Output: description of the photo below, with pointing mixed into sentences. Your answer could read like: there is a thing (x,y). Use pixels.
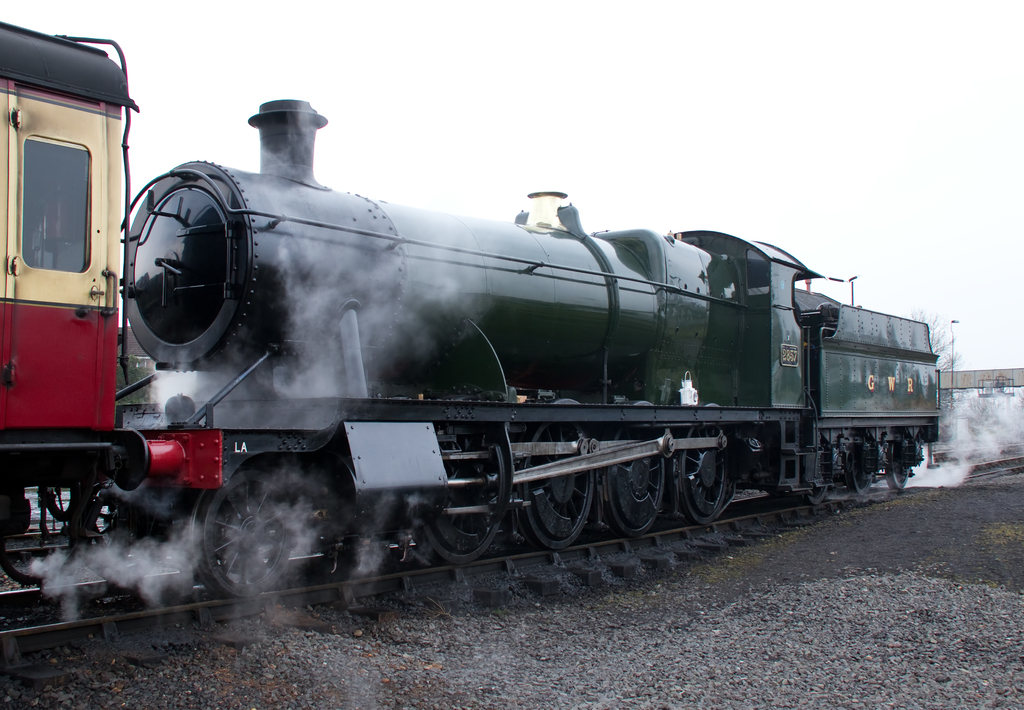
In this picture we can see a steam engine (335,389) on the railway track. On the right side of the steam engine (740,322) there are some objects (976,381), a tree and the sky (573,39). In front of the steam engine (386,266) there are stones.
